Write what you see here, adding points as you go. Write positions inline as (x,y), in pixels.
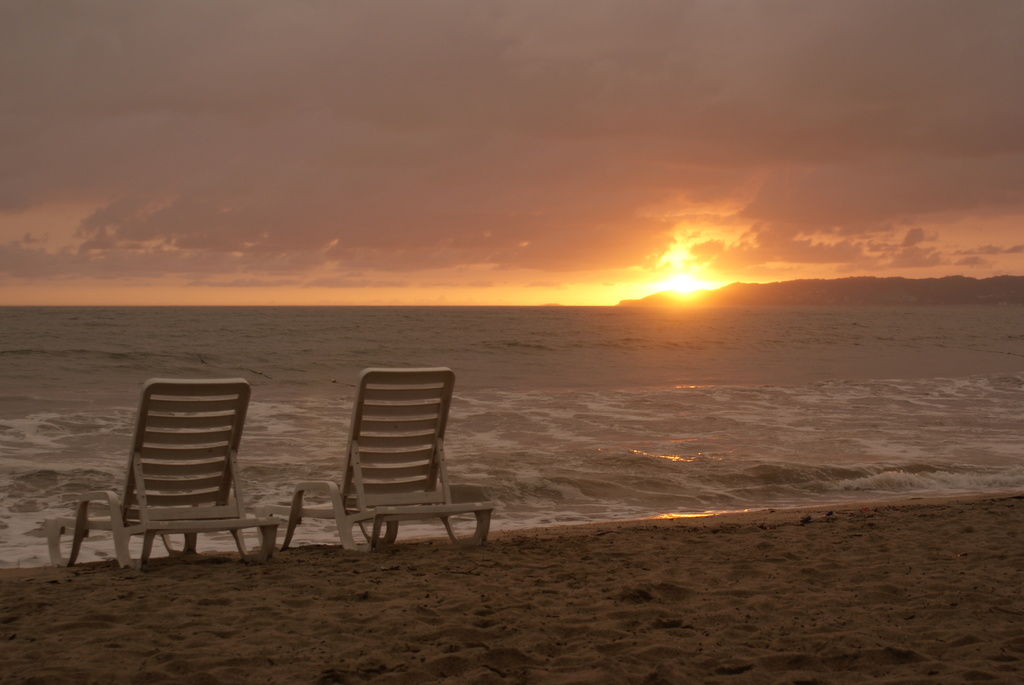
In this image we can see chairs (261,530) placed on the ground (391,584). In the center of the image (594,419) we can see water (594,419). On the right side of the image (832,287) we can see hills (983,287). In the background (727,259), we can see the sun (687,275) in the sky (640,281).
